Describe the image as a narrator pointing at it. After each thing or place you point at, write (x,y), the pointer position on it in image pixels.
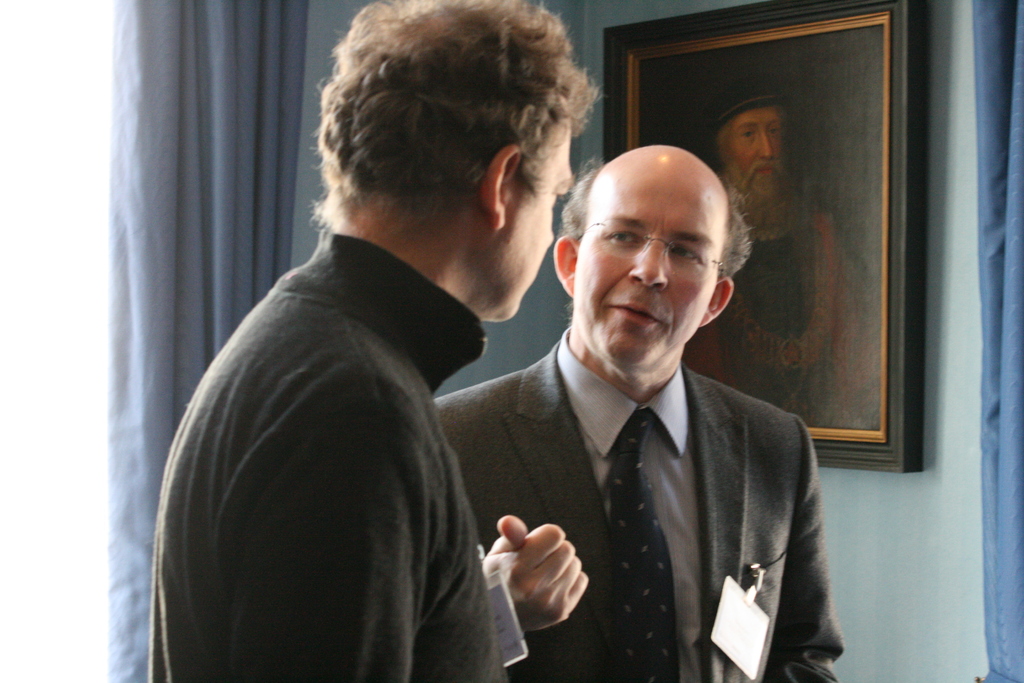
In this image I can see two persons (587,309) both are wearing a black color clothes (529,465) and on the right side (918,545) I can see the wall (943,499) and a photo frame (923,245) attached to the wall (965,250) and I can see a blue color curtain (125,220) on the left side (241,202).
